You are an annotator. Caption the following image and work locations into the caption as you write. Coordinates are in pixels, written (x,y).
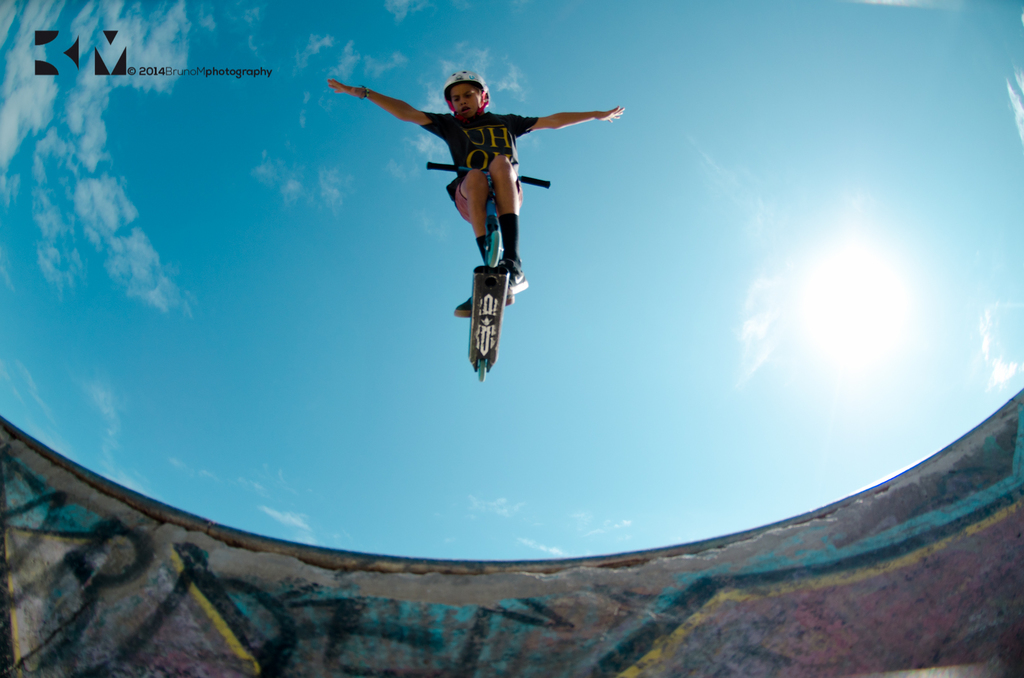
In this image we can see a boy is jumping on the scooter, he is wearing the black color t-shirt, at above here is the sky (205,371).
